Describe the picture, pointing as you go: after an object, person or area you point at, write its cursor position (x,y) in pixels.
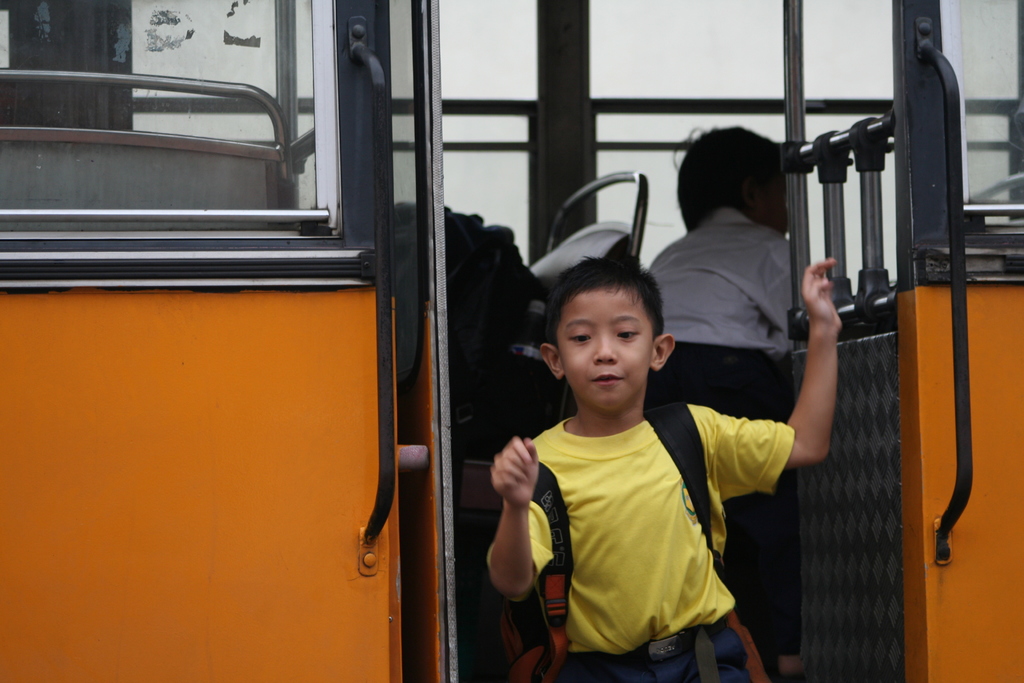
In this image there is a boy (660,581) getting down from the bus (850,574) behind him there is another boy (753,528) standing.
